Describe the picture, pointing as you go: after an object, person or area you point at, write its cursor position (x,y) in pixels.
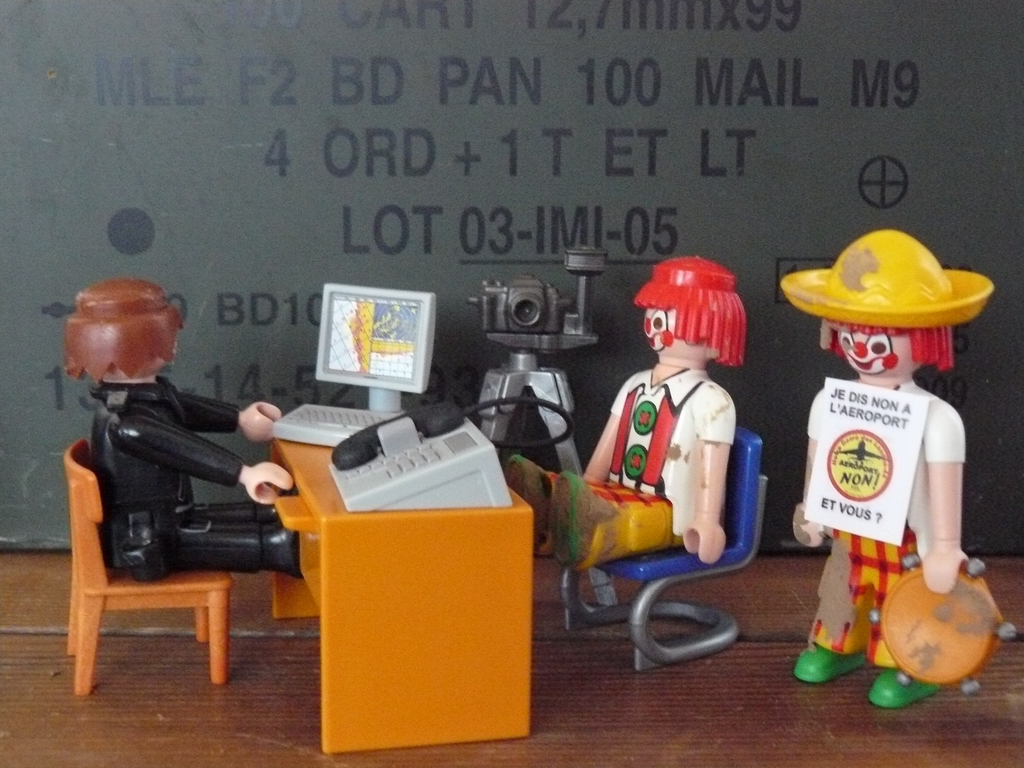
These toys (552,476) are sitting on the chair (747,532). This toy (915,293) standing. We can see table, phone (402,421), monitor (344,380), keyboard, camera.
